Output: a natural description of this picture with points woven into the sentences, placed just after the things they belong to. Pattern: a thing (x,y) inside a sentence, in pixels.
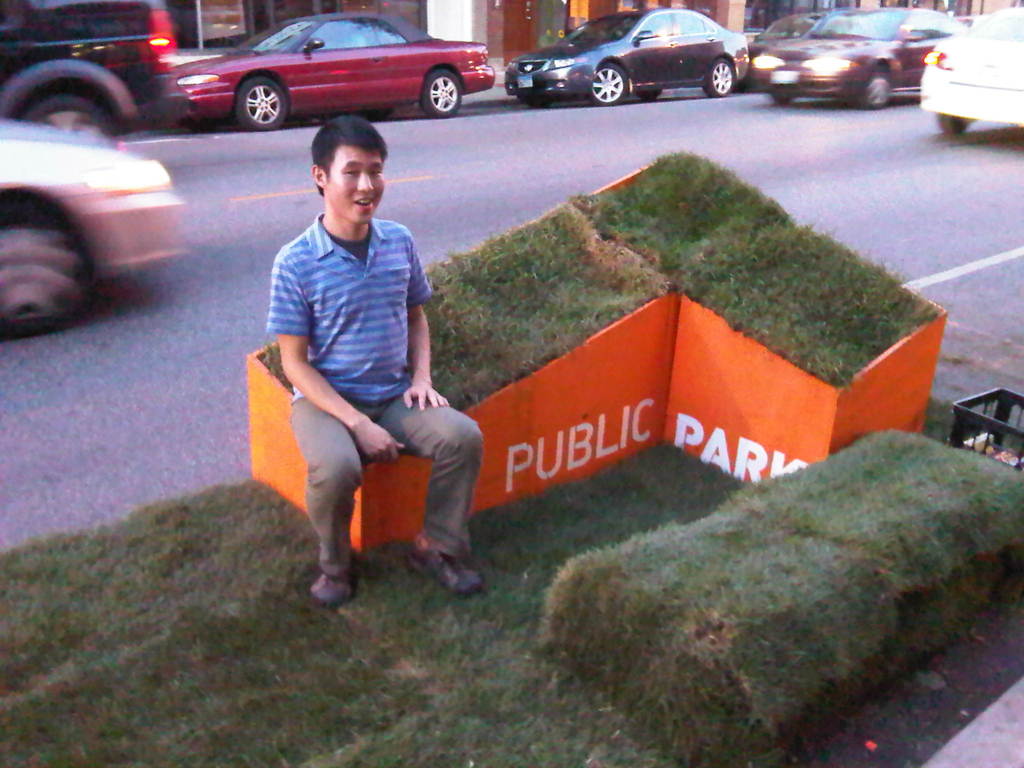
In this image there are building (496,3) towards the top of the image (223,23), there is road (301,141), there are vehicles (451,51) on the road (224,201), there is grass (158,695) towards the bottom of the image (848,547), there is a man (444,479) sitting, there is a dustbin (1005,418) towards the right of the image (991,415), there is text (684,429) on the wall (571,409).
